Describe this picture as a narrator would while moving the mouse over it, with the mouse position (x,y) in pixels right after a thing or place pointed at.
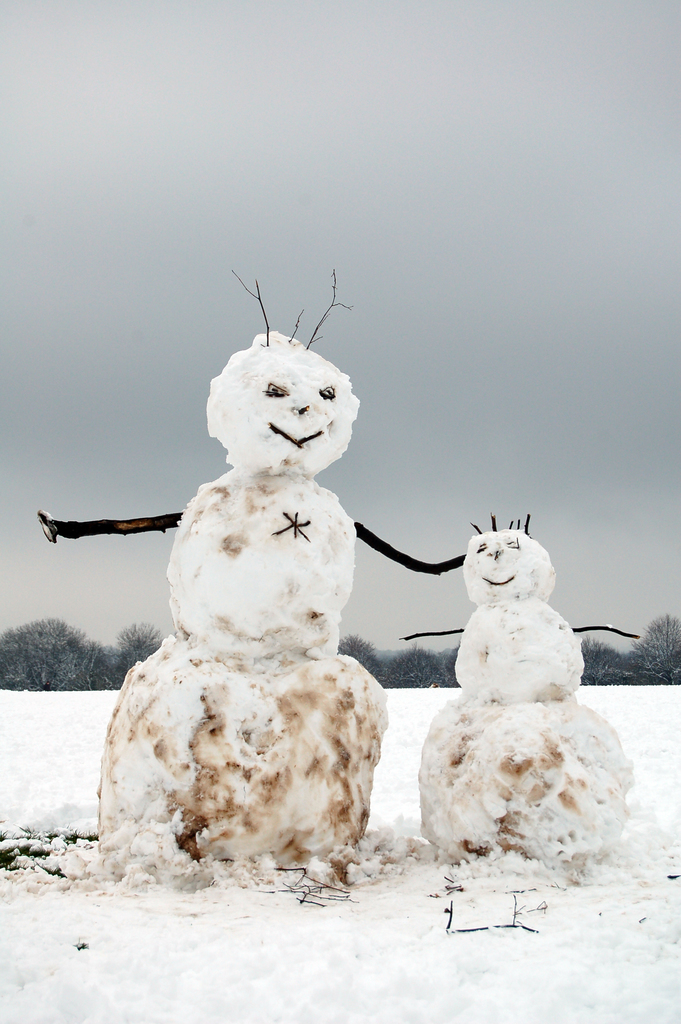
In this image there are two snowmen (315,763) on the surface (530,961) of the snow (387,966). In the background (389,642) there are trees (639,643) and the sky (487,425).
